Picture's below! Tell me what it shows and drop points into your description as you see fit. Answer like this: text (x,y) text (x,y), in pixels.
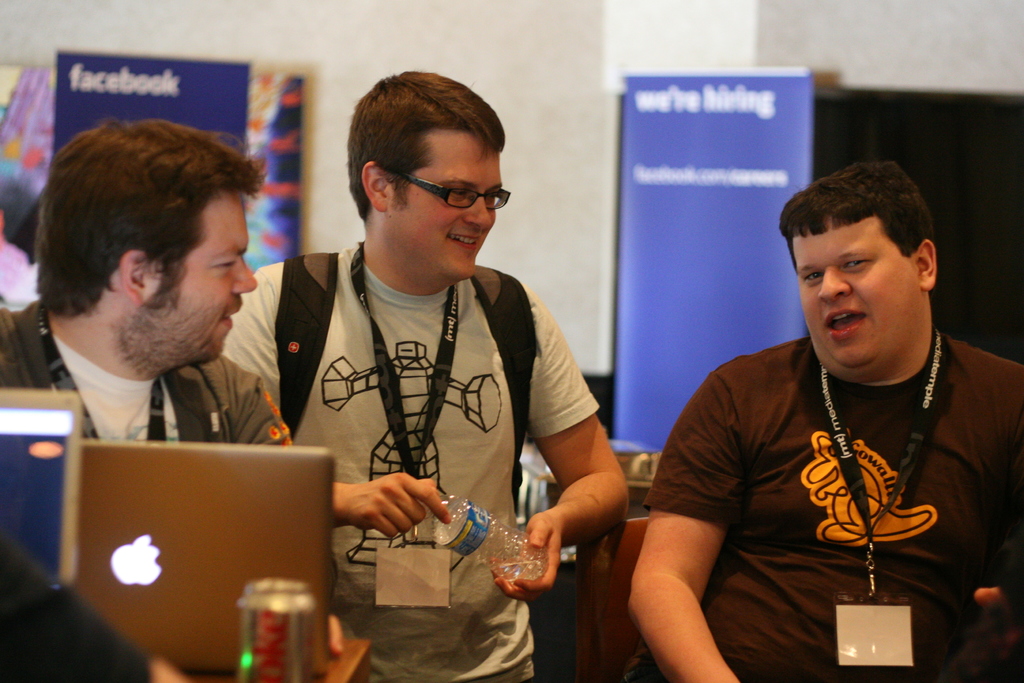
In this image I can see three people (460,437). On the left side (174,521) I can see some objects (284,628) on the table (339,661). In the background (694,145), I can see the boards (692,167) with some text (713,175) written on it. I can also see the wall (722,23).
